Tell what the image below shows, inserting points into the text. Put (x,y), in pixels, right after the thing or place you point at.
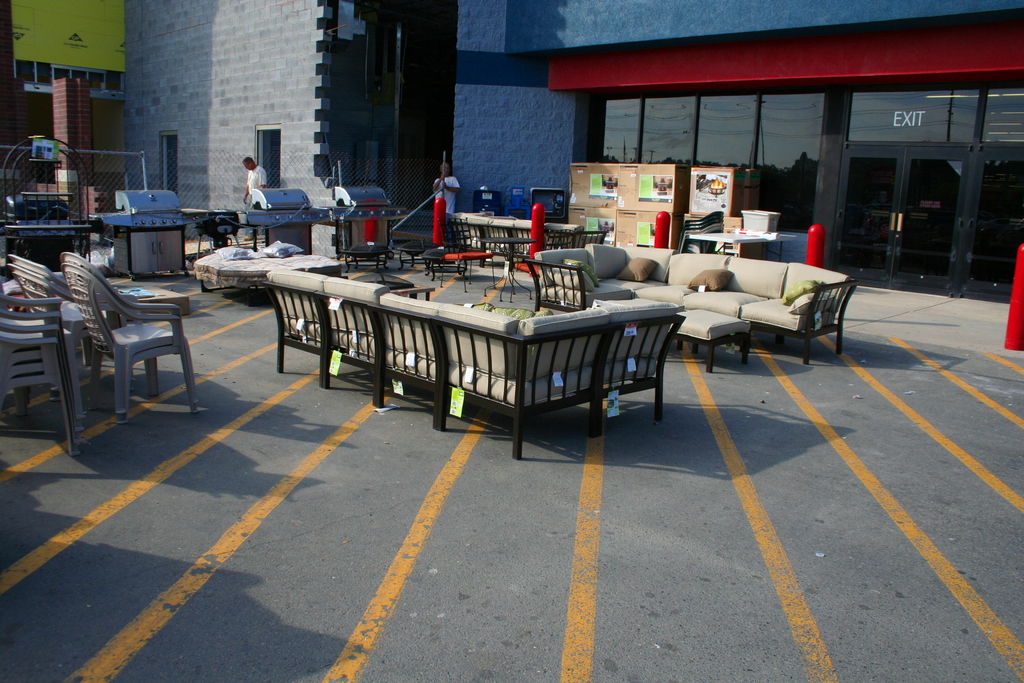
In the picture we can find a road (686,500) and yellow stripes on it. In the background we can find a glass building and a wall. In the middle (388,302) we can find some chairs (340,318) and pillows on it and two persons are standing behind the chairs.
